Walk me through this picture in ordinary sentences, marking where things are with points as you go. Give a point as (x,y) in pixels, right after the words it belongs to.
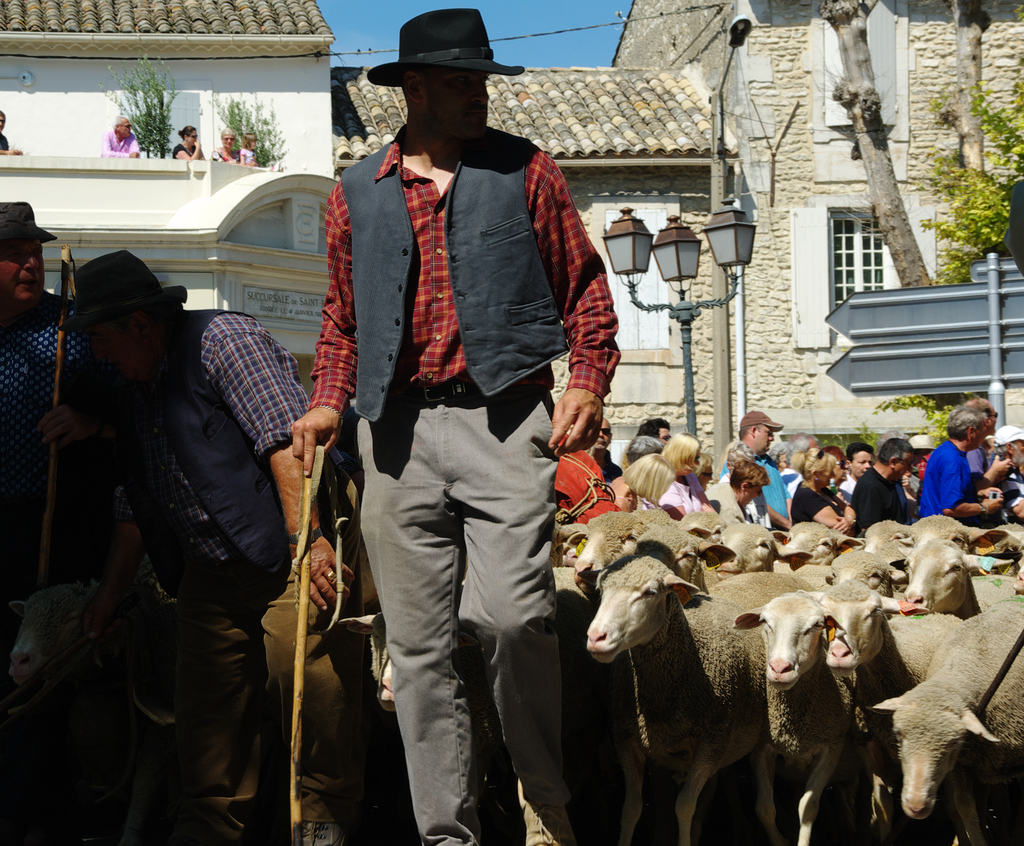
In this image there are three persons (348,402) standing and holding sticks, there are sheep's (995,711), group of people (880,478) standing, lights (705,228), boards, poles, buildings (653,279), plants (1000,200), tree (975,151), sky (509,17).
